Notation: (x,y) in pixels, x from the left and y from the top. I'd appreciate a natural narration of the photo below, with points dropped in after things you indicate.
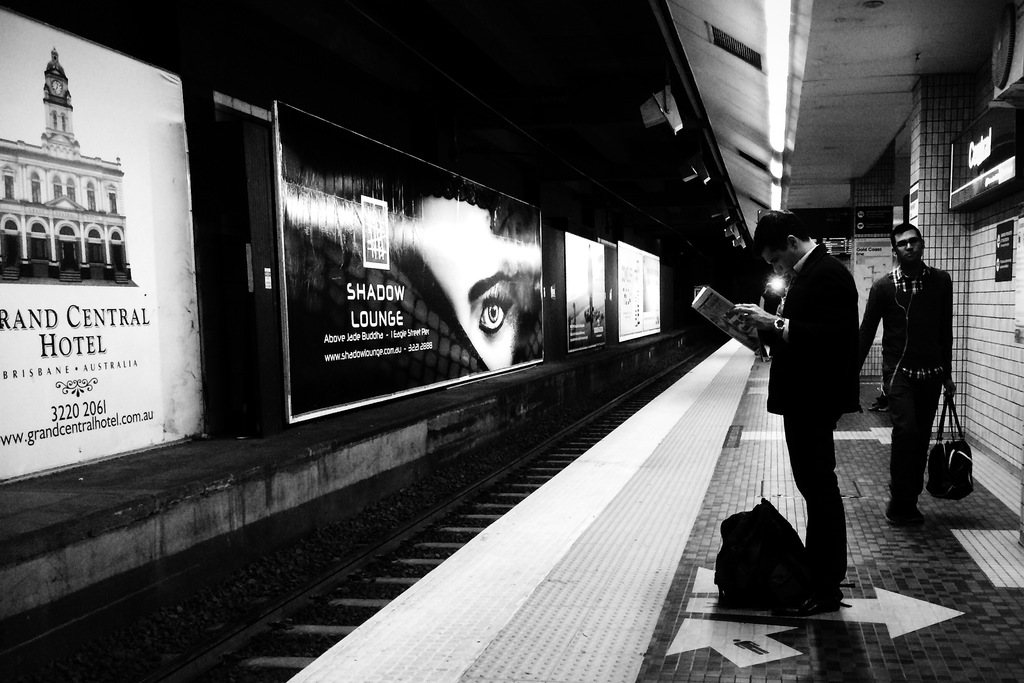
This is a black and white picture. In this picture we can see the boards (873,213), screen (966,202), people (814,342), objects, bags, railway track (580,420) and platform (698,433). We can see a person (776,406) is holding a magazine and reading. We can see a man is holding a bag (952,442).
